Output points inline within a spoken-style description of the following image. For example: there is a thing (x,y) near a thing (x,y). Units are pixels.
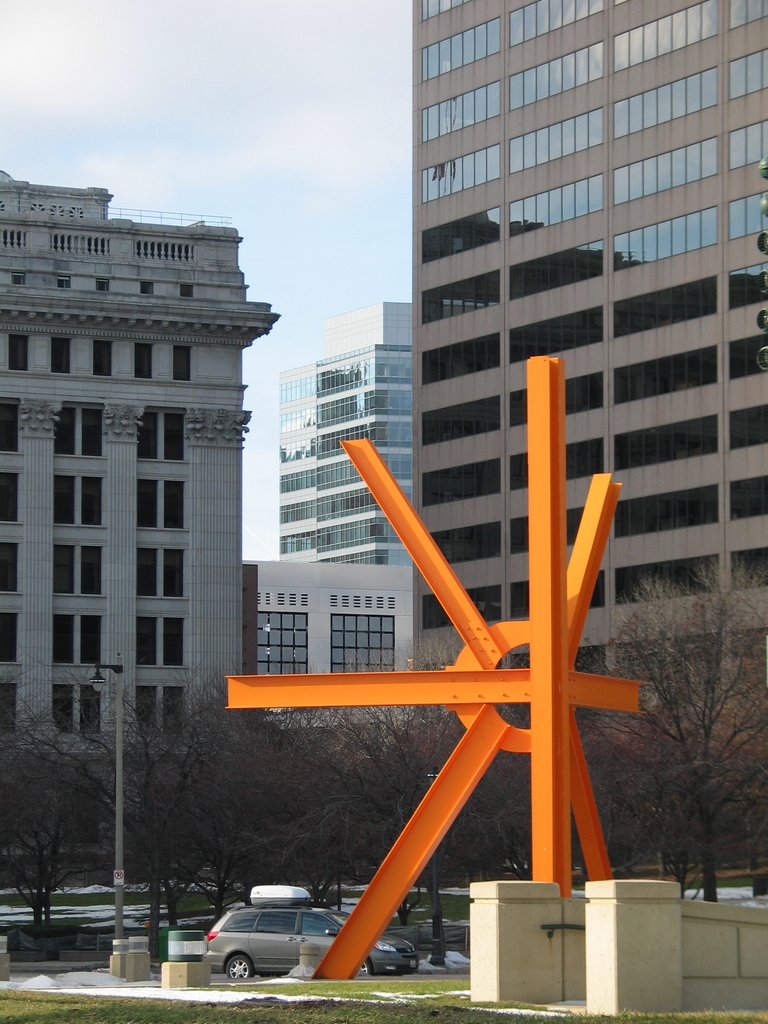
This image is taken outdoors. At the bottom of the image (140,992) there is a ground (315,988) with grass (112,1004) on it. At the top of the image (127,108) there is a sky (290,149) with clouds (276,93). In the middle of the image (338,552) there are a few buildings (433,475) with walls (557,115), windows (166,430), railings (134,254) and roofs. There are a few trees (325,867) and a car (260,914) is moving on the road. There is a street light (119,806). On the right side of the image (610,976) there is a wall (495,910) and there are a few iron bars (376,891).
